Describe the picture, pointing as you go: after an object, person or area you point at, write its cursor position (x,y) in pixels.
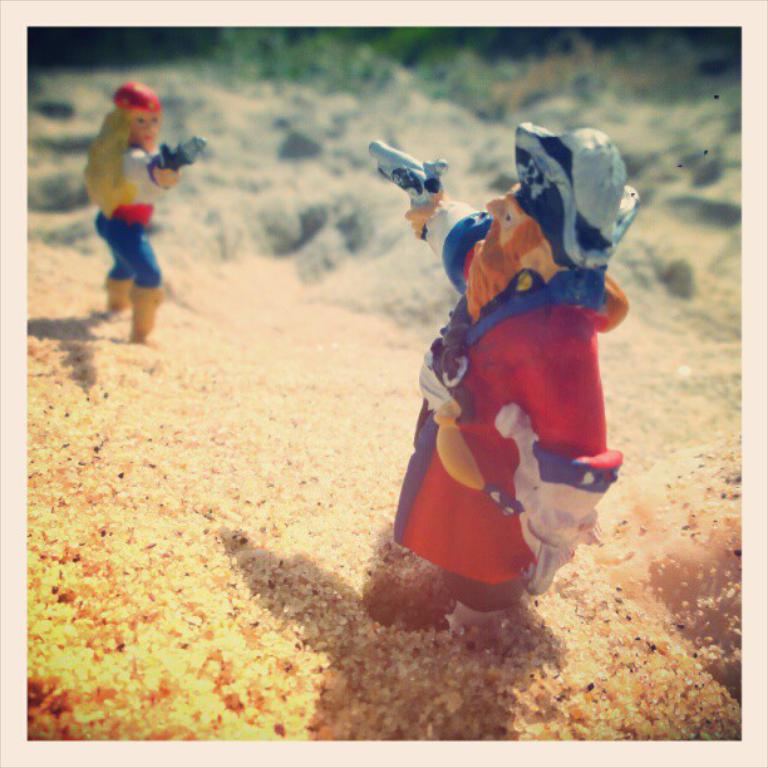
In this image I can see on the right side (608,171) it is a doll (546,527) in the shape of man (574,348) holding the gun (418,198) and pointing towards another person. On the left side (139,253) a girl doll (94,148) is pointing the same, at the bottom (222,585) it is the sand (221,588).
